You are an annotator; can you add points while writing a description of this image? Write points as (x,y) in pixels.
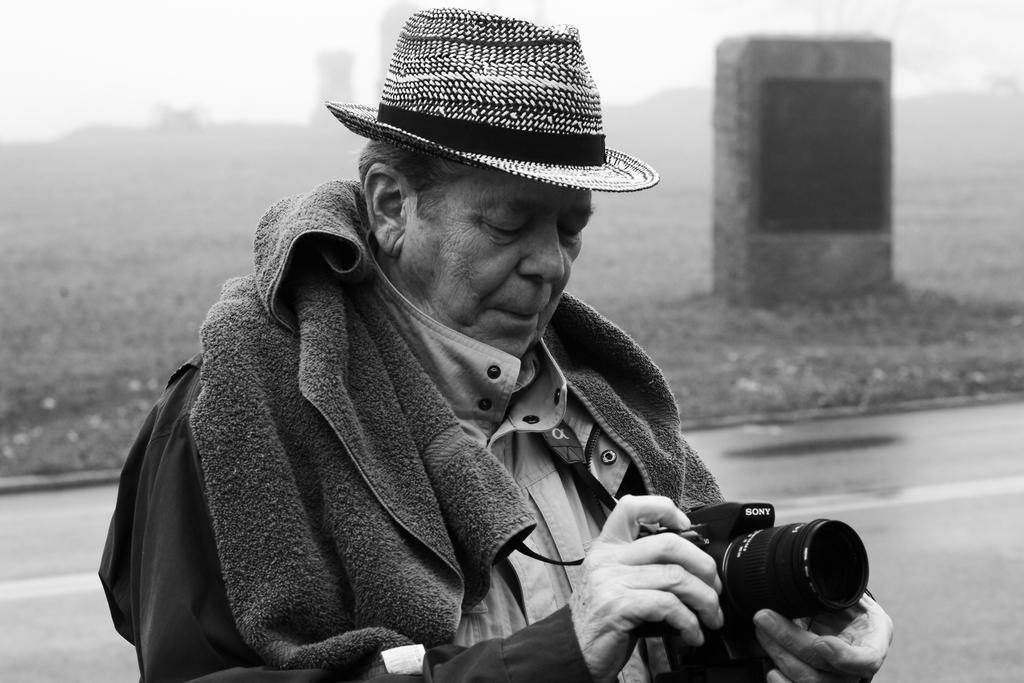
In this picture we can see man (425,330) wore cap (460,125), towel (571,365) on his neck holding camera (796,536) in his hand (649,561) and looking at it and in background (732,317) we can see stone (771,168), land (758,312), buildings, smoke (201,93), road (876,468).
